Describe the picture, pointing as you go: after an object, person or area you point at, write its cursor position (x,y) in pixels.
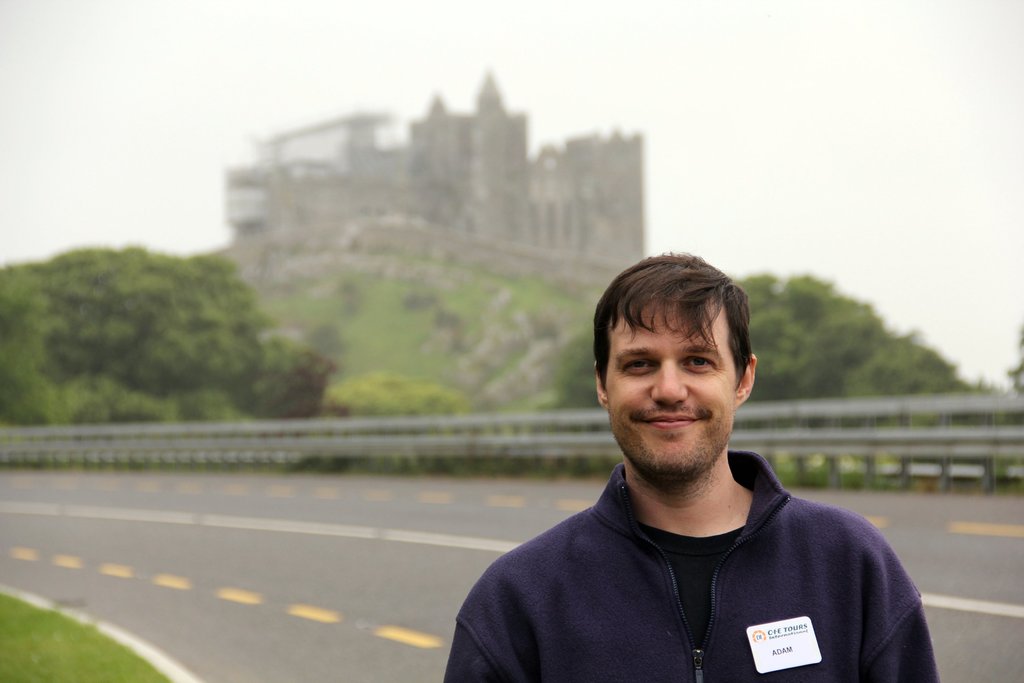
In the front of the image (657,422) we can see a person (864,606) is smiling. In the background of the image (752,432) I can see a road (336,526), railing (577,417), trees (251,384), building (496,127), grass (65,642) and sky (839,136).
